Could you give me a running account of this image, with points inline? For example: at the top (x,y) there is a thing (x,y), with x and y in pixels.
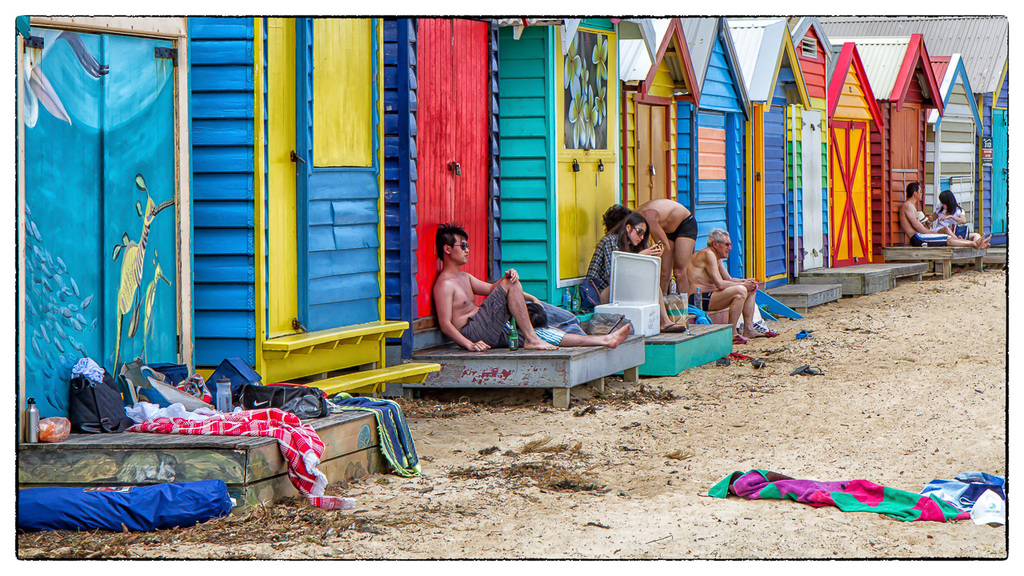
In the picture I can see people (679,249) among them some are sitting and one person (689,241) is bending. Here I can see houses (604,154), clothes (200,422) and other objects (282,395) on the ground (459,401).
